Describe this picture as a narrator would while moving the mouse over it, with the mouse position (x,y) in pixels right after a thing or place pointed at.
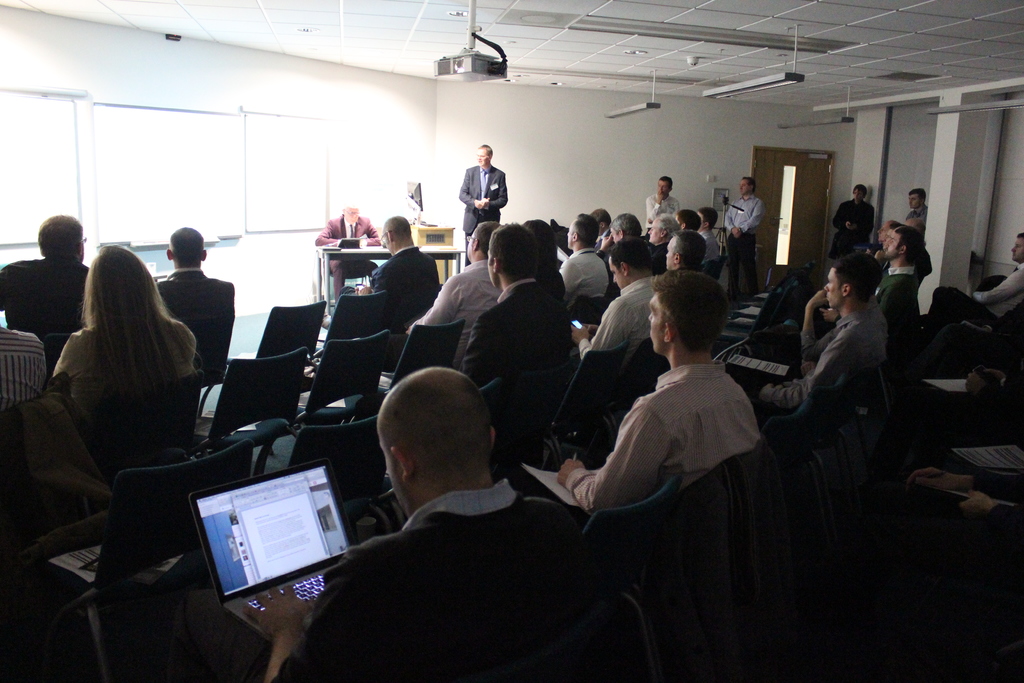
In this image I can see a group of people (463,506) are sitting on the chairs (624,390), in the middle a man (352,226) is sitting near the table (363,249). Another man (492,185) is standing and speaking, he wore a coat (500,198), at the top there is a projector (461,77). At the bottom (377,560) a man (411,570) is working in the laptop (316,550).
